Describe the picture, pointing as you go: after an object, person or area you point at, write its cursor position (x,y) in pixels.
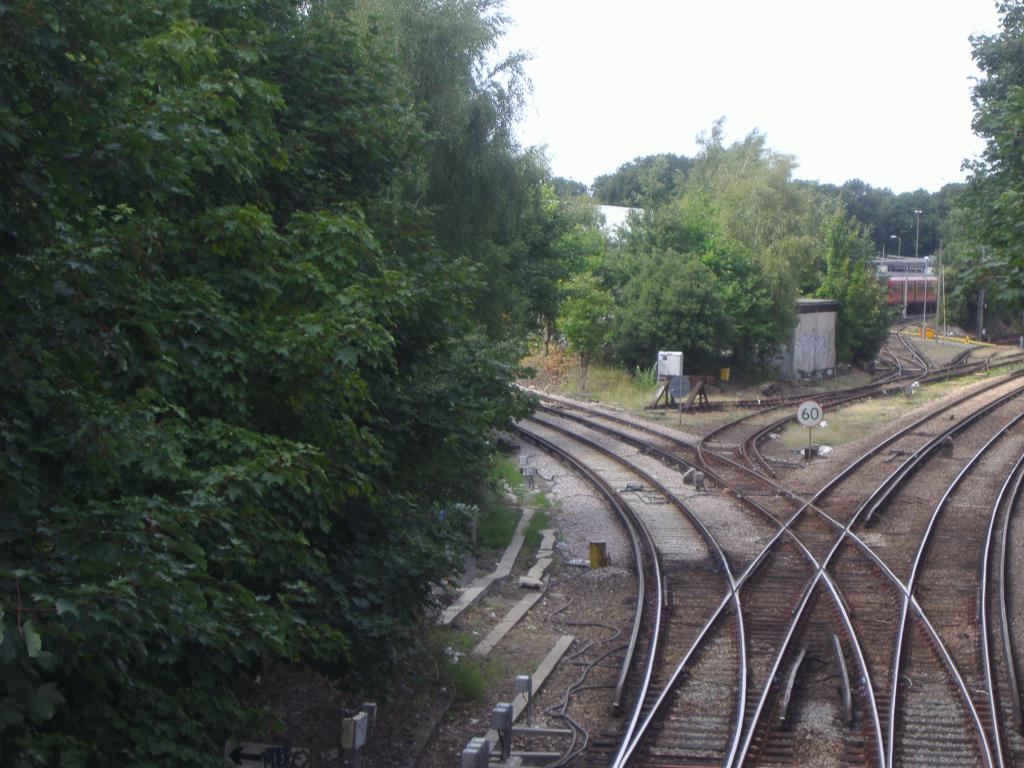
On the right side (765,534) there are railway tracks (790,550). Near to that there is a board (811,404) with a number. On the left side (314,323) there are trees (438,271). In the background (696,293) there are trees (643,243) and sky (810,172).
